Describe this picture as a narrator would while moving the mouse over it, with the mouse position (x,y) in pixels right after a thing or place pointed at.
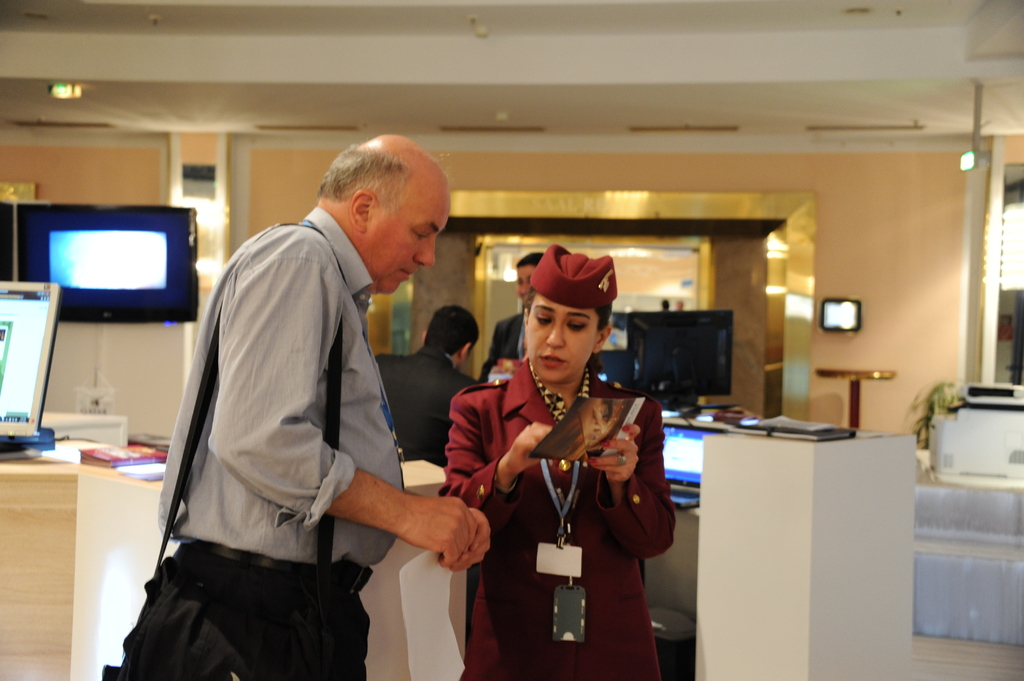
In this picture there is a person (474,513) standing and there is a woman (550,500) standing and holding the paper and she is talking. At the back (467,365) there is a person (451,369) sitting and there is a person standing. At the back (172,272) there is a device (131,289) on the wall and there are devices (1014,401) and objects (766,422) on the tables (30,491). At the back (925,462) there is a plant (920,439) and there are lights (196,265) on the wall (902,427). At the top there are lights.
